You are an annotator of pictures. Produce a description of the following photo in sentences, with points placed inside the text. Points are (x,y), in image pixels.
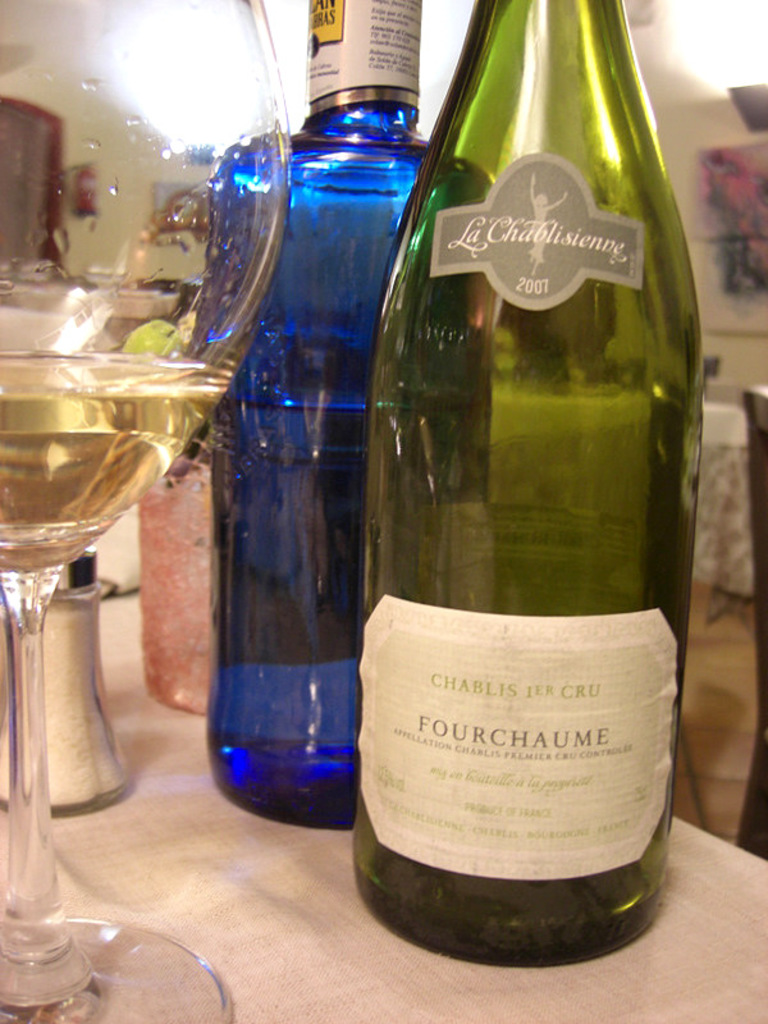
This picture shows a glass (37,962) and couple of bottles (272,284) on the table (297,1022).
